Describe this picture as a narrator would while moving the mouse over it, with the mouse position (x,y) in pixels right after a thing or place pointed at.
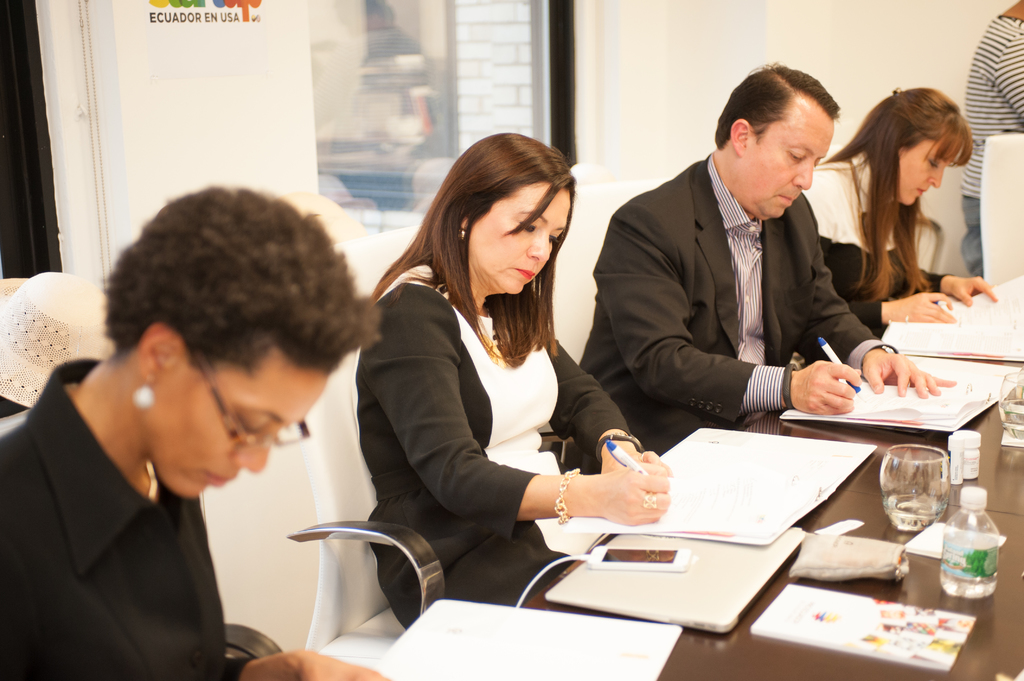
In this picture we can see people (488,425), chairs (992,276), table (718,675), files (787,487), pens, glasses (914,525), bottle (993,560), books (880,638), mobile (673,572) and various objects (581,577). In the background (330,63) we can see wall (768,4) and window (367,77).
